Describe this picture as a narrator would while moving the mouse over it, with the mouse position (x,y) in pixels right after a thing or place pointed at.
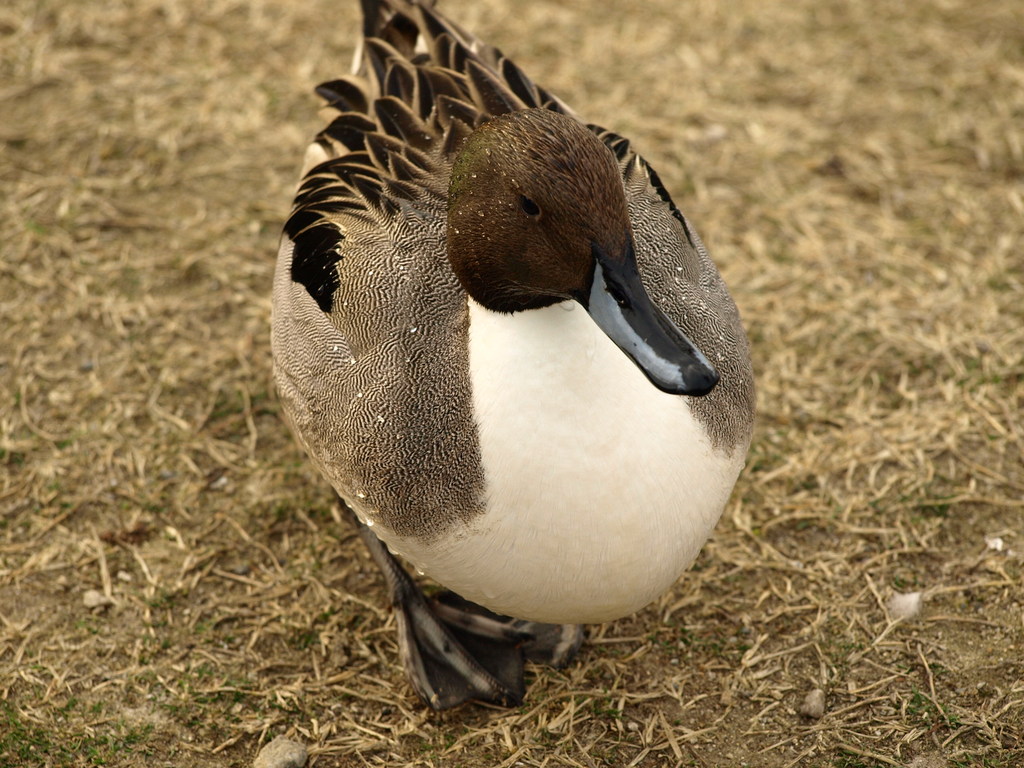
In this image, I can see a duck (511,524) on the grass (166,577).
